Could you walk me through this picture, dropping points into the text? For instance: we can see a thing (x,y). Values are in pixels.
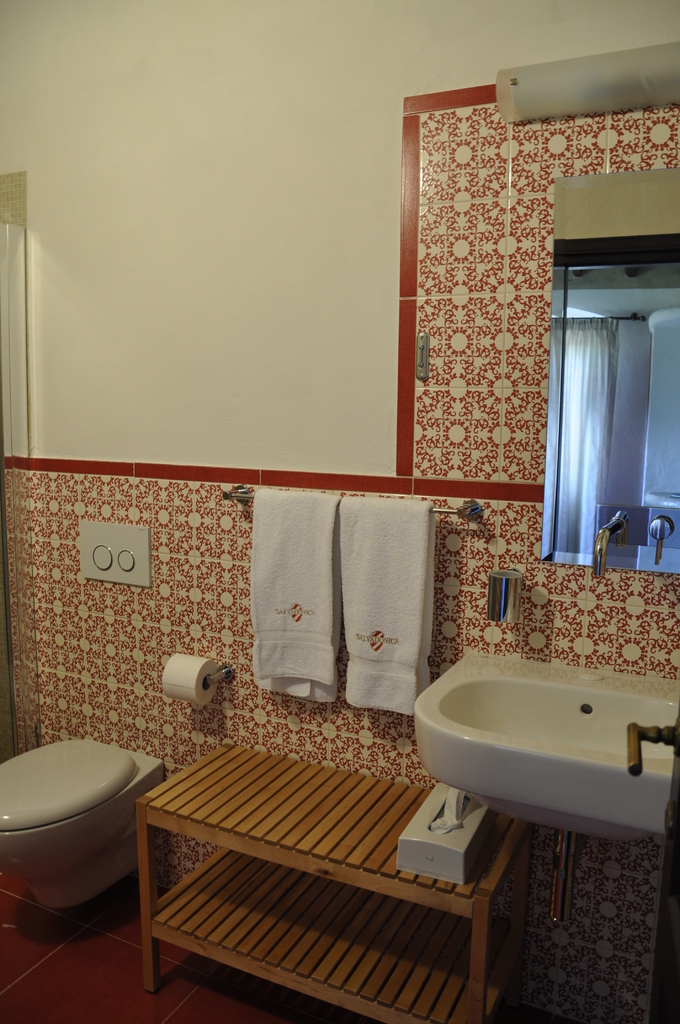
In this picture we can see a wash room (195,792) with sink (540,722), table (353,850), tissue paper (209,673), towels (313,646) to hang, mirror (572,406), wall (357,400), door (661,990).
